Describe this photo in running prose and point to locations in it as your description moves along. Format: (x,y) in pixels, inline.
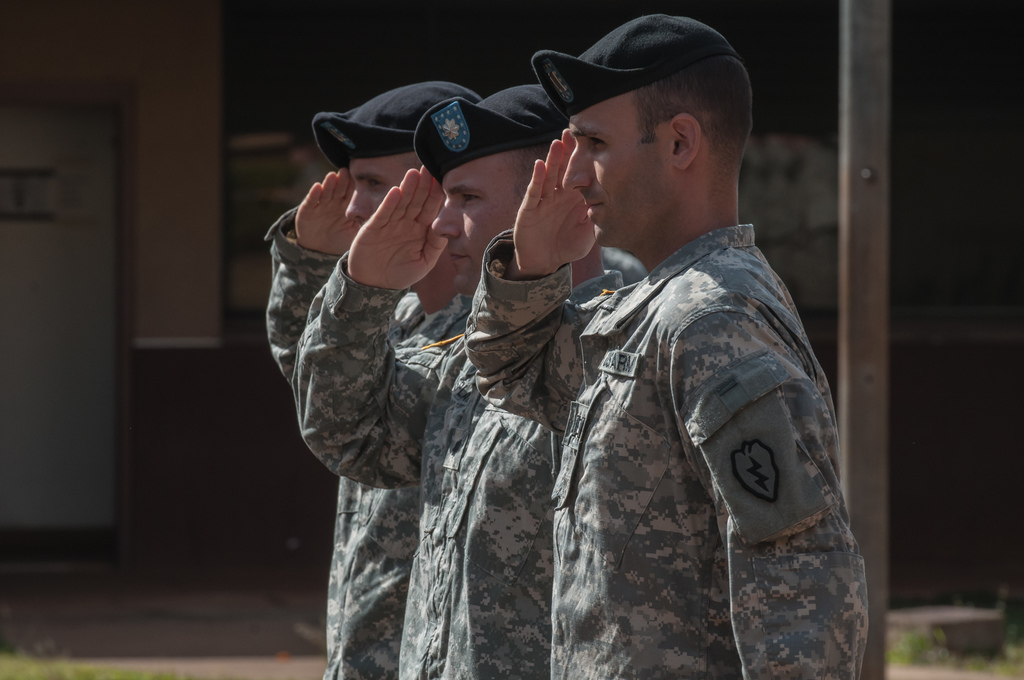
In the picture we can see three army people (806,377) are standing and saluting, they are in uniforms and black color caps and behind them, we can see a pole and wall (155,524) with a door (67,422) and near it we can see some grass (26,665) on the path (26,640).
